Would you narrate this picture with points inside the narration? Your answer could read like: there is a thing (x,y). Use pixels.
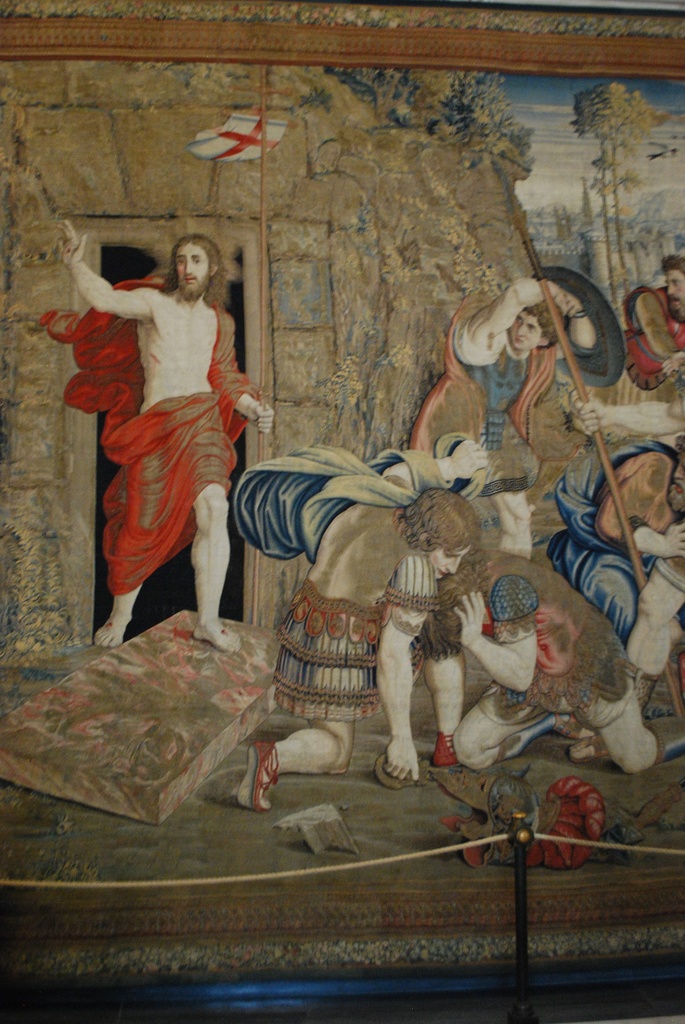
In this image I can see depiction picture where I can see few people (282,528), few trees (605,114) and a white colour flag (242,138).
